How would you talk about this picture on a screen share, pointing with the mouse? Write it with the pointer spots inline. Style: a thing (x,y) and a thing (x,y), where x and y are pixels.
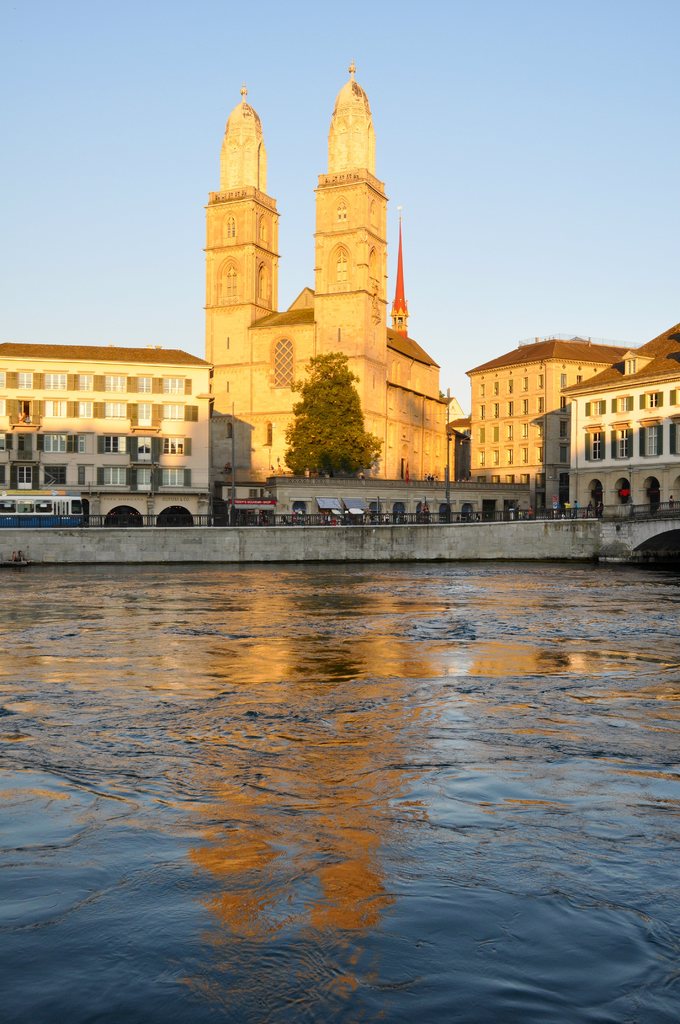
In this image, we can see buildings (608,485), tree (357,453), poles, vehicles (40,513), walls (405,493) and few people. At the bottom (491,952), we can see the water (358,792). On the right side (675,519), it seems like a bridge (672,532). Background (571,288) there is the sky (188,265).
